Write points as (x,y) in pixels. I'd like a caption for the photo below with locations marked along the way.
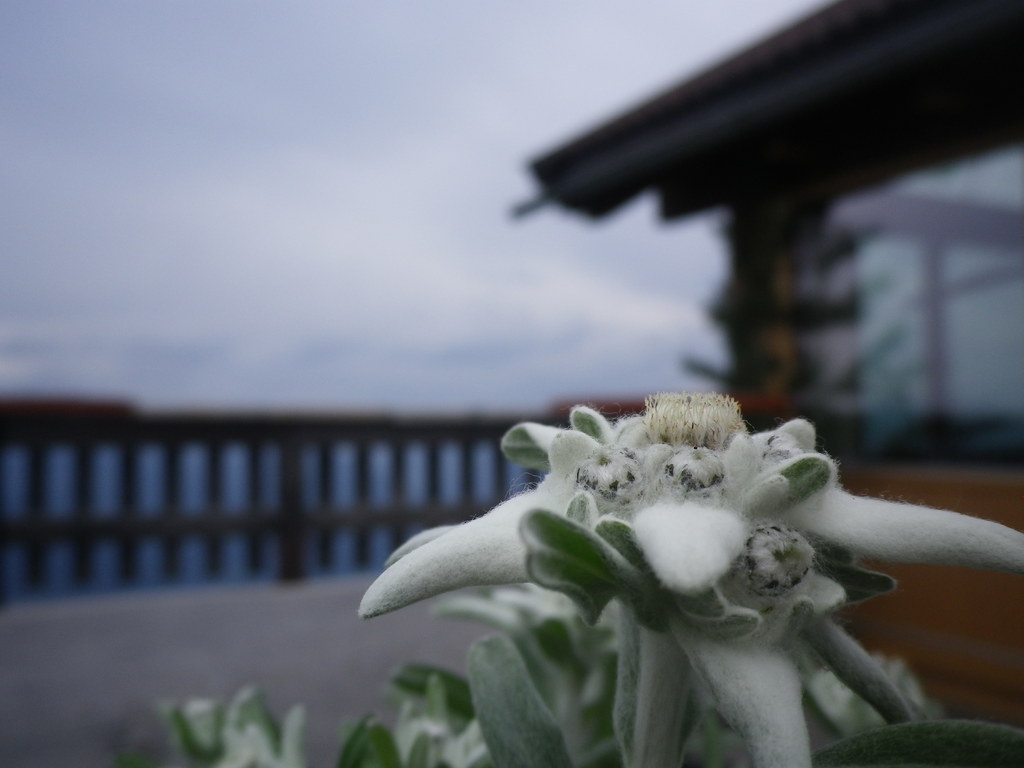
In this image I can see green colour leaves (530,609) and in the background (572,318) I can see a building (594,205) and the sky (221,219). I can also see this image is little bit blurry from background (152,592).
